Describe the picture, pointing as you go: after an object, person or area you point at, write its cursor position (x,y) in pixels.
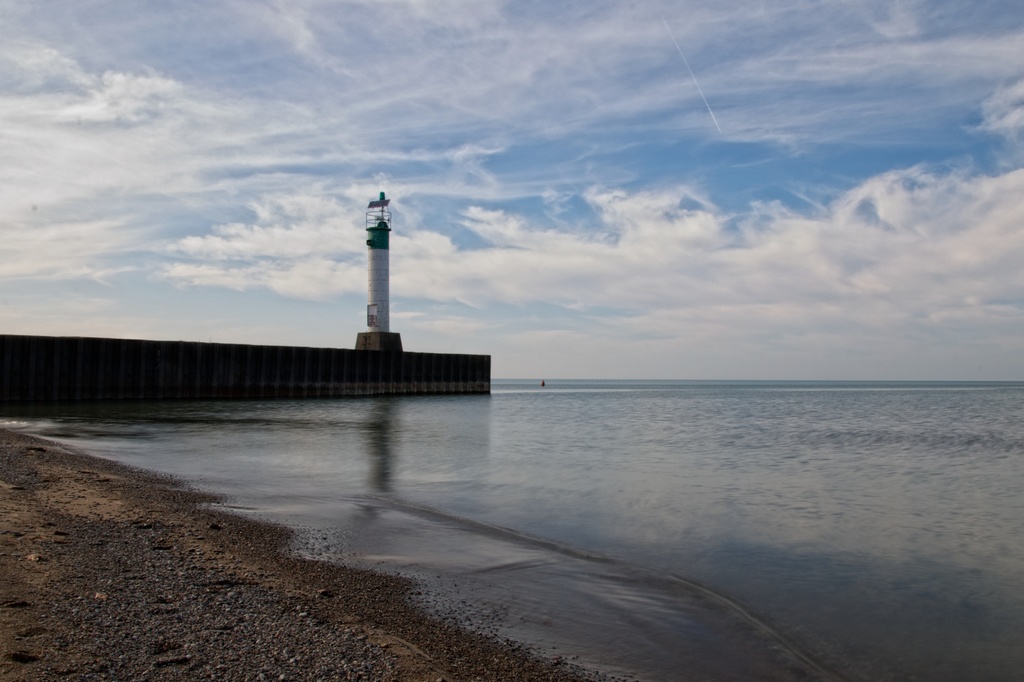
In this picture I can see the soil (93,522) on the left (97,612) and on the right side of this picture (767,411) I can see the water (635,442). In the center of this picture (387,275) I can see a light house (374,248) and in the background (326,210) I can see the sky (424,226).
